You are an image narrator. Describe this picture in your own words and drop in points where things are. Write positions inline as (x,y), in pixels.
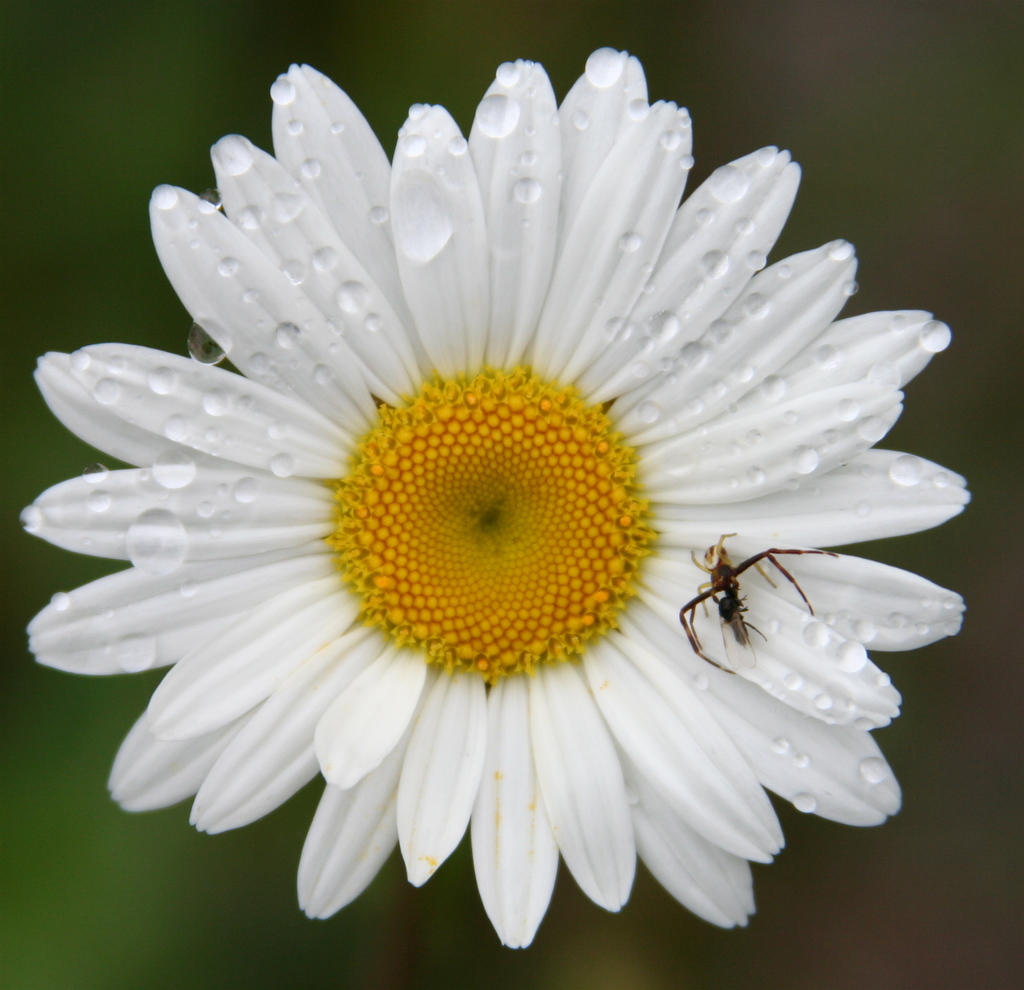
This image consists of a daisy (430,407) in white color. On which there is a spider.
